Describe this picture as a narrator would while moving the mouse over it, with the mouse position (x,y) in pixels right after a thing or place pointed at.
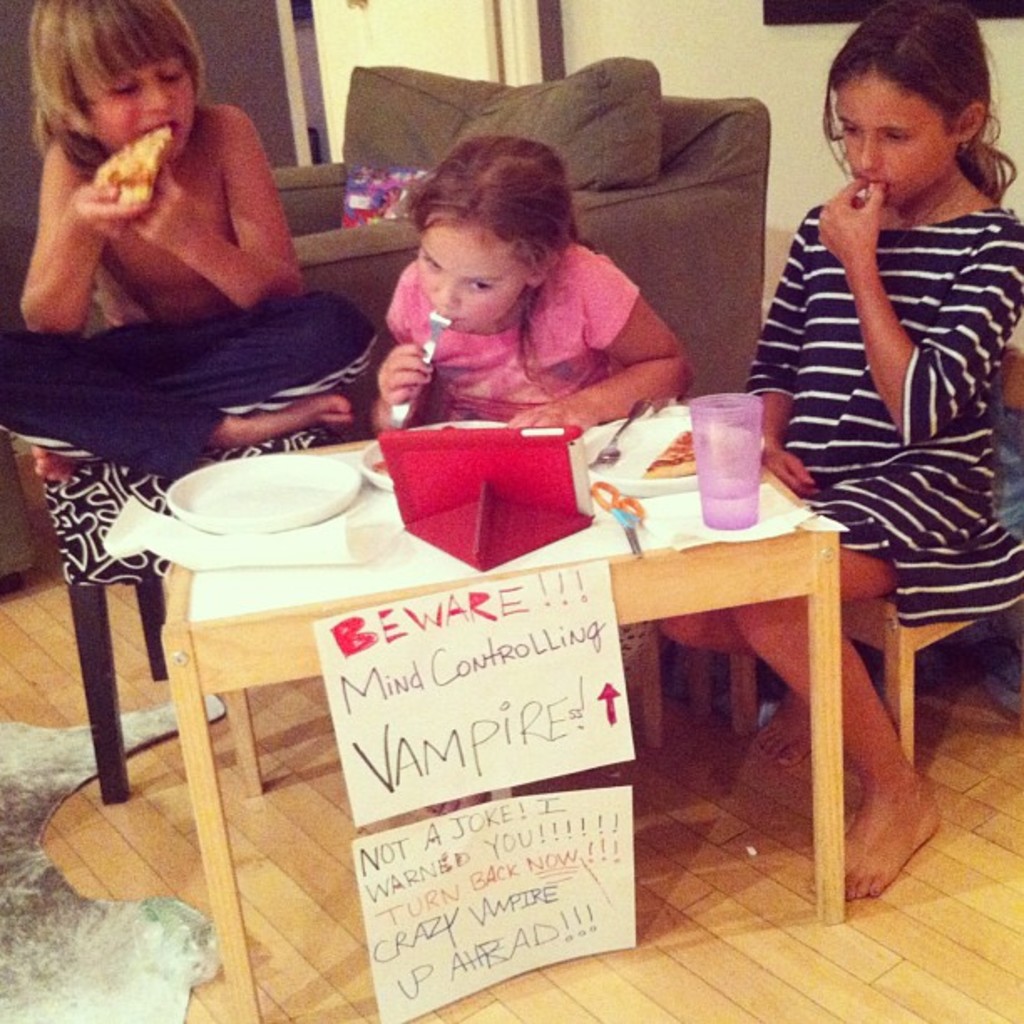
These three persons (666,351) sitting on the chair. We can see table (408,590) and sofa (614,203). On the table (401,573) we can see scissor (620,515), plate (643,454), fork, food (691,455). This is floor (650,919). Paper (552,943) attached with table (680,554). This person (162,203) eating food (144,151). This person (413,349) holding fork (430,352). On the background (623,40) we can see wall (678,38).
